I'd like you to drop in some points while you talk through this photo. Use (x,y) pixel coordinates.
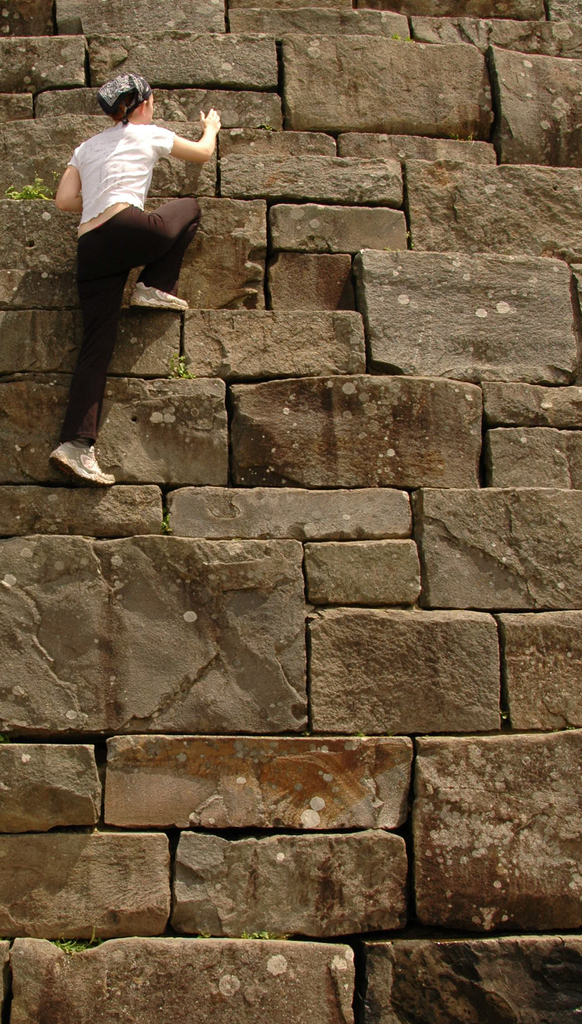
In this image we can see a person (113,294) climbing the wall (173,313).
